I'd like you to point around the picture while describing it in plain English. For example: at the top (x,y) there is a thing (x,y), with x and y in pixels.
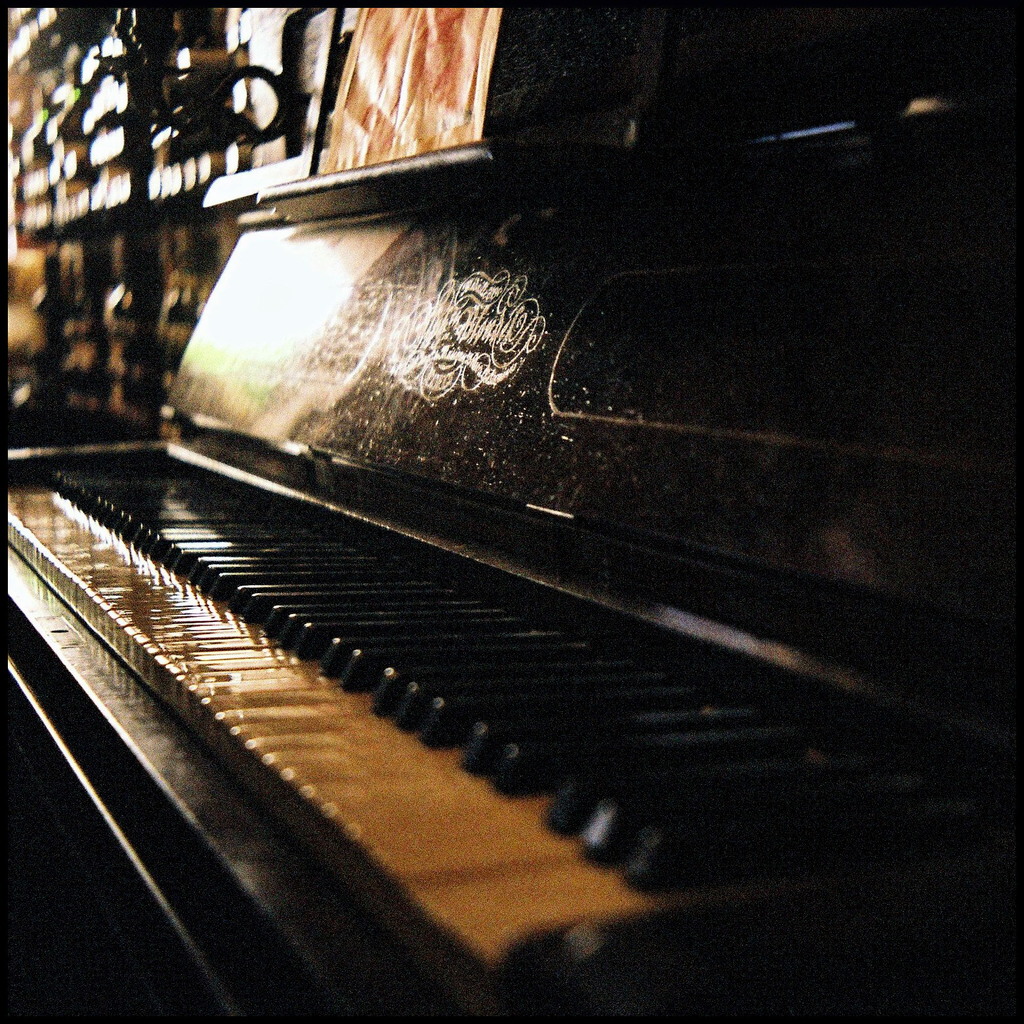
A piano (315,260) is shown in the picture. There are some patterns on it. The white keys (356,796) are appearing pale yellow due to darkness.
